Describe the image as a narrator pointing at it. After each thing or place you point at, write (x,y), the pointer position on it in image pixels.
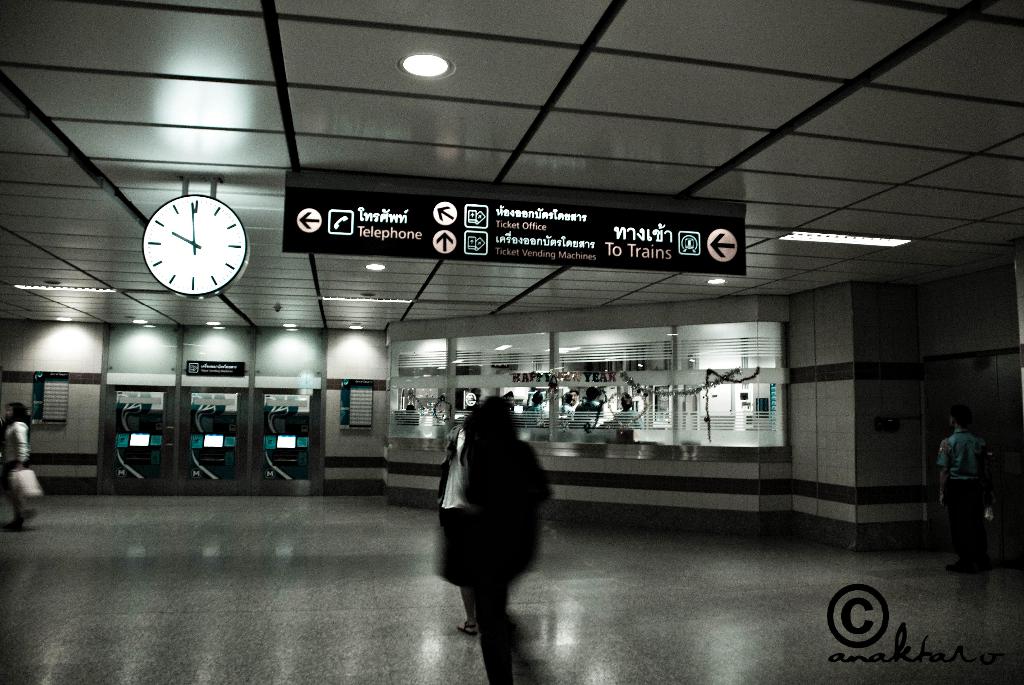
In this image we can see people (13,496) walking and there is a counter (541,436). At the top (202,228) there is a clock (216,242), board (409,219) and lights (446,62).
